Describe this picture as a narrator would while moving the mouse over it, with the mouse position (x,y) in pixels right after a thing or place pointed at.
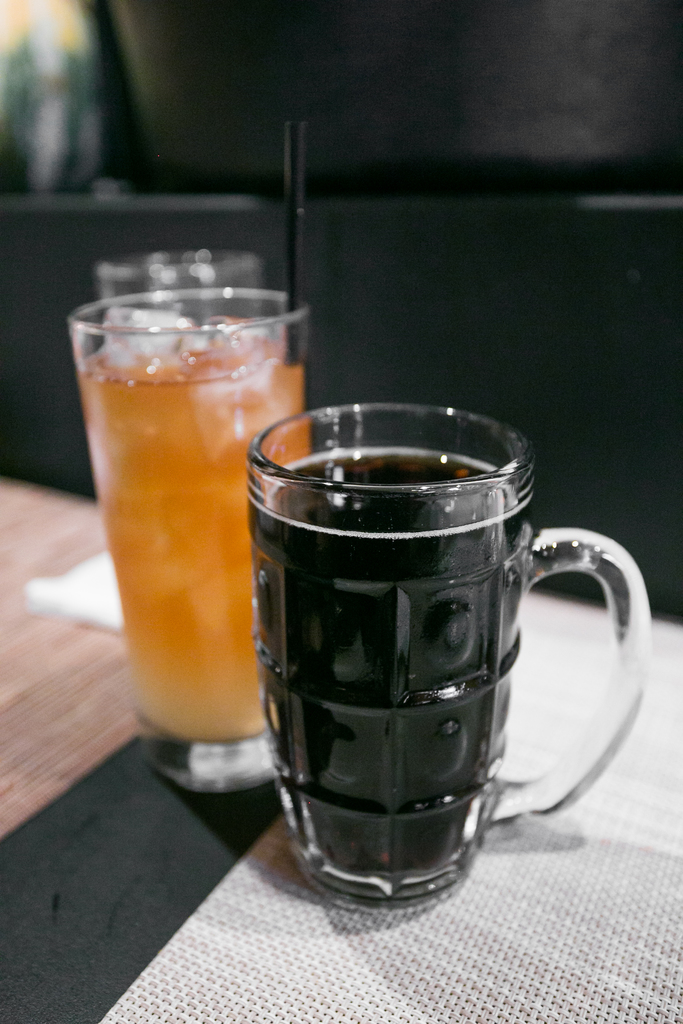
In this image we can see some glasses (282,553) with liquid (386,539) inside it and a paper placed on the table (477,915). We can also see a straw (295,283) and a wall (449,221).
